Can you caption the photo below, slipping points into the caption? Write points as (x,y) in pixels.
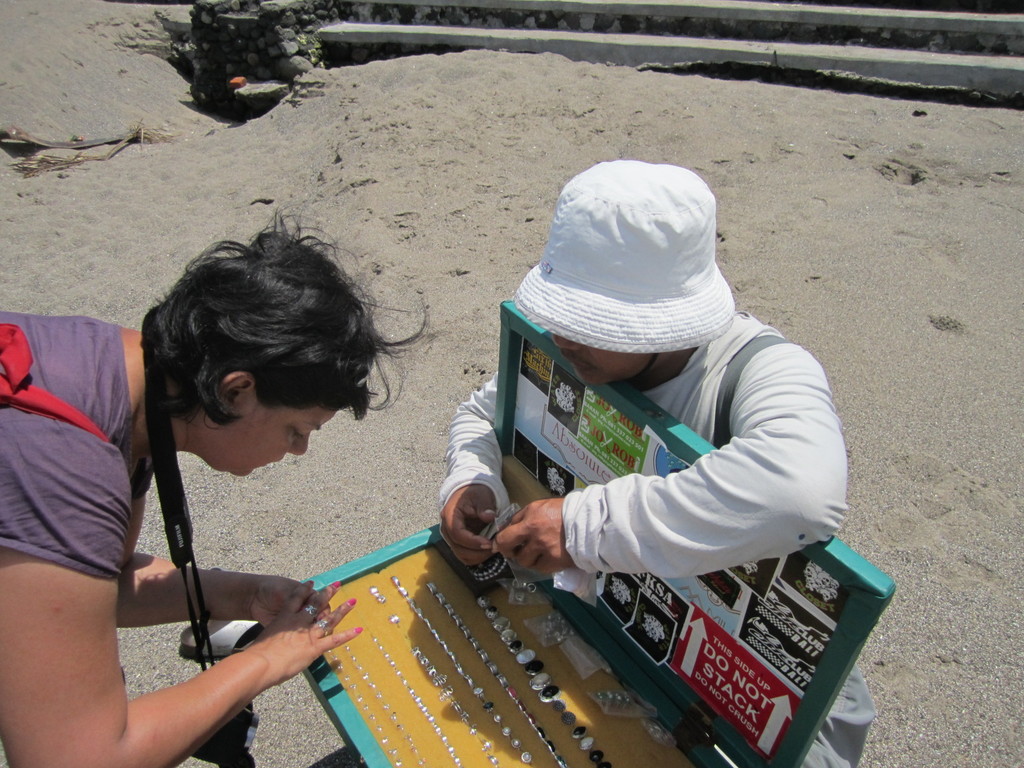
In this picture I can see two persons (797,369), there are finger rings (394,620) arranged in an order in a box (445,568), and in the background (445,115) there is a wall (441,26) and sand (460,107).
